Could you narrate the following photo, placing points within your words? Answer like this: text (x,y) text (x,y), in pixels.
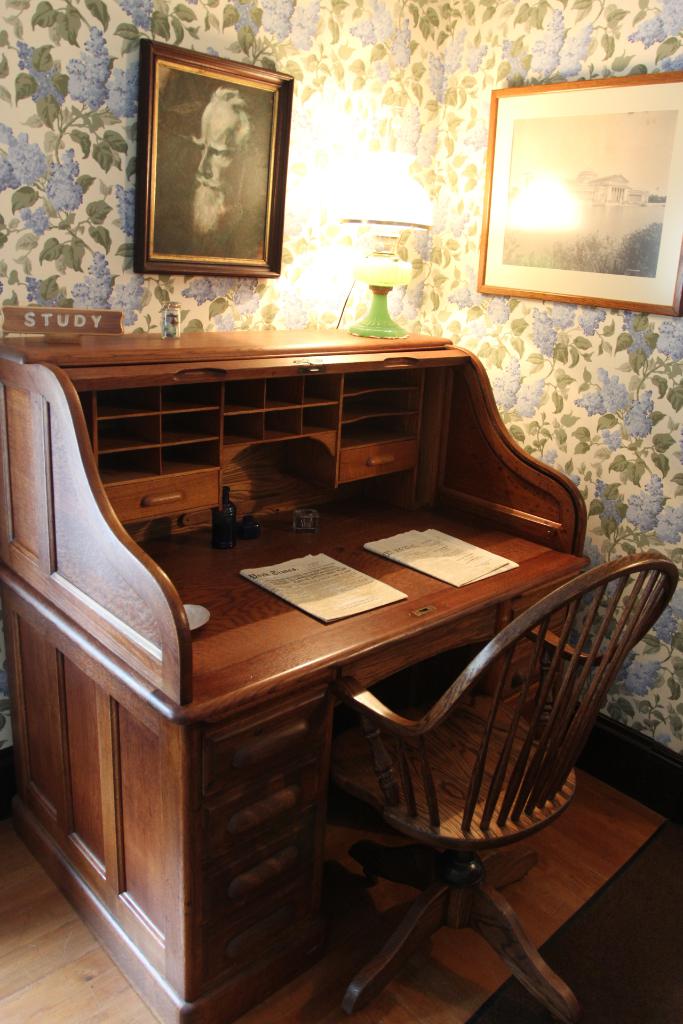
The picture is clicked inside a room (160,978). There is a wooden chair (403,781) and table (215,617) on the floor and to the top of it there is a label (119,329) called STUDY. In the background (7,306) we observe a beautiful decorated wall (540,357) and a lamp (368,242) is on the table (51,473).
